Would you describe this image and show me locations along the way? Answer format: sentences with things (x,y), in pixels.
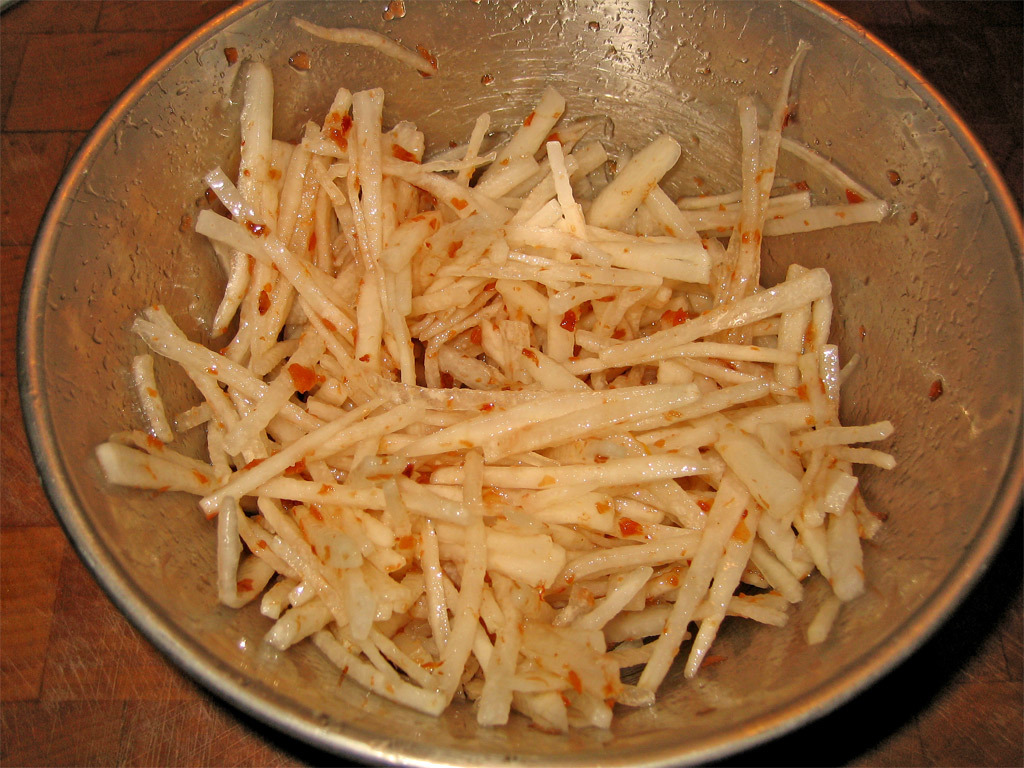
In this image I can see food (483,322) kept in a bowl (68,176) on a wooden platform (64,96).
